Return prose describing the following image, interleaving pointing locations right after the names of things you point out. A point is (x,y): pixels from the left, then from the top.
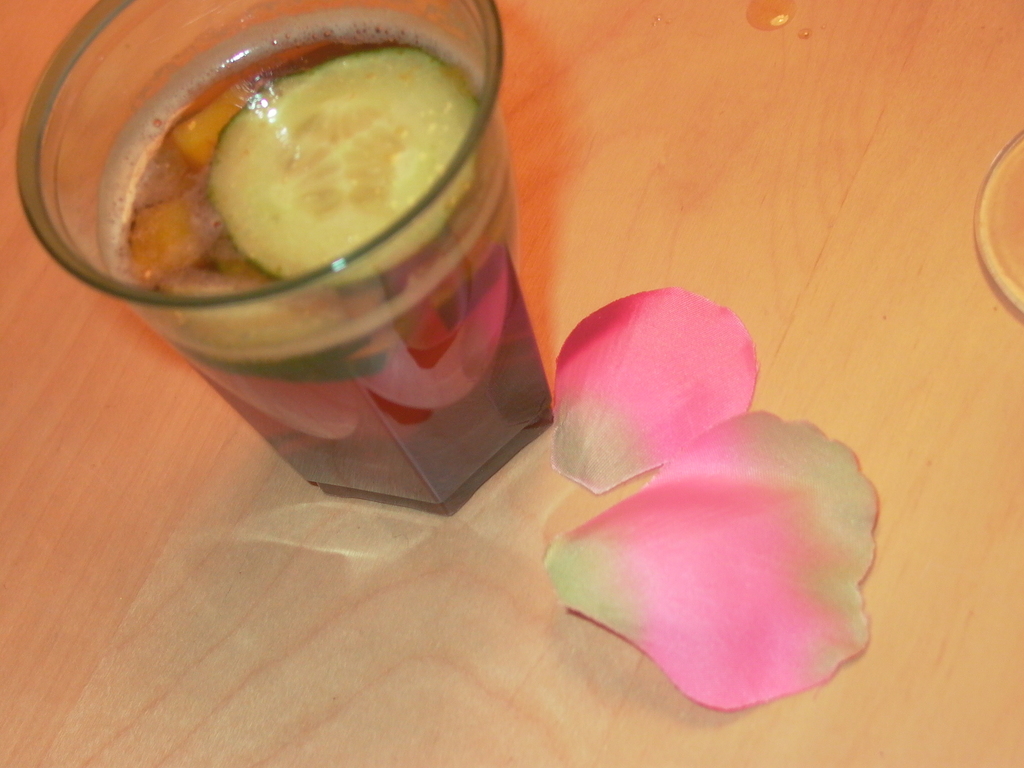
In this picture we can see a glass (393,349) of drink (403,369), there are two petals (660,420) of a flower (785,521) on the right side (739,533), at the bottom (533,623) there is a wooden surface (419,636).
